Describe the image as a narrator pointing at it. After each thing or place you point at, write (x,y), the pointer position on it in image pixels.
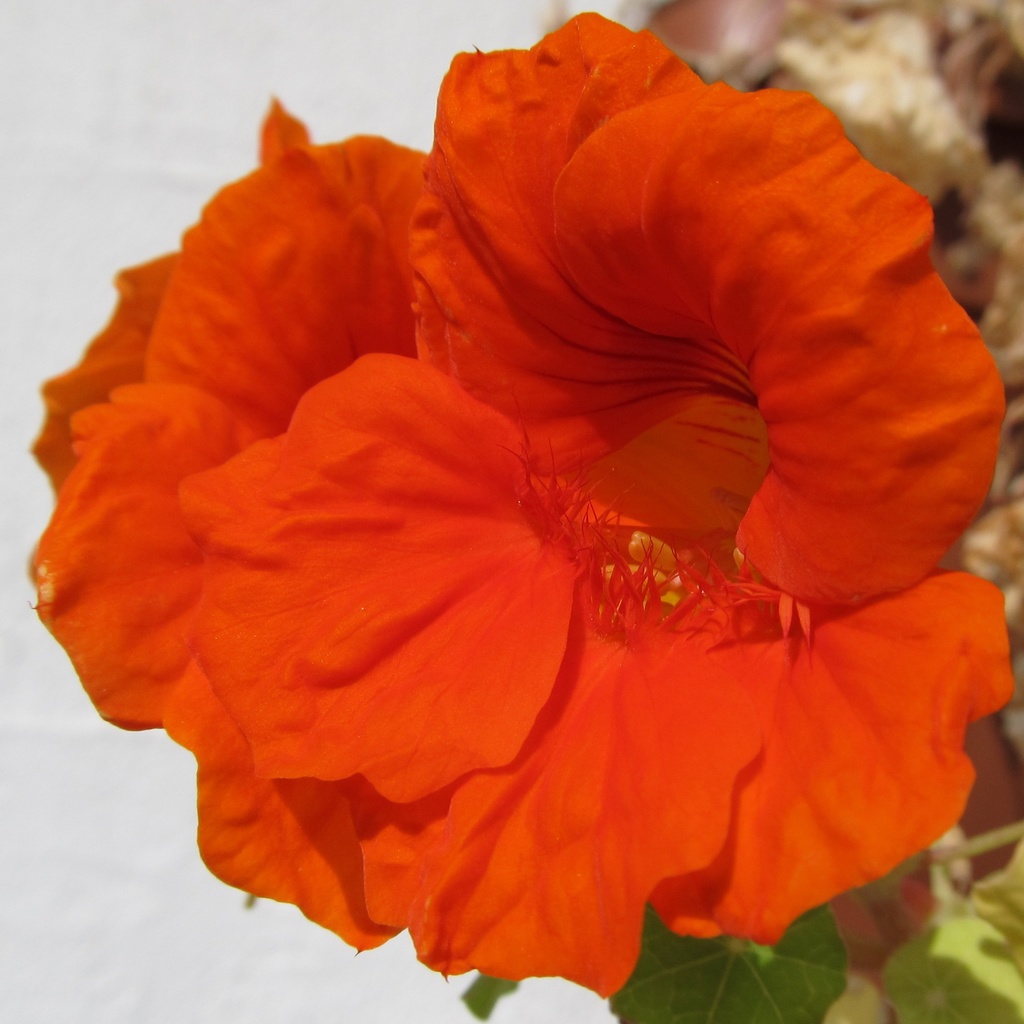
In this image, we can see flowers (370,591) and leaves (945,966). Background (48,744) we can see the white color.
